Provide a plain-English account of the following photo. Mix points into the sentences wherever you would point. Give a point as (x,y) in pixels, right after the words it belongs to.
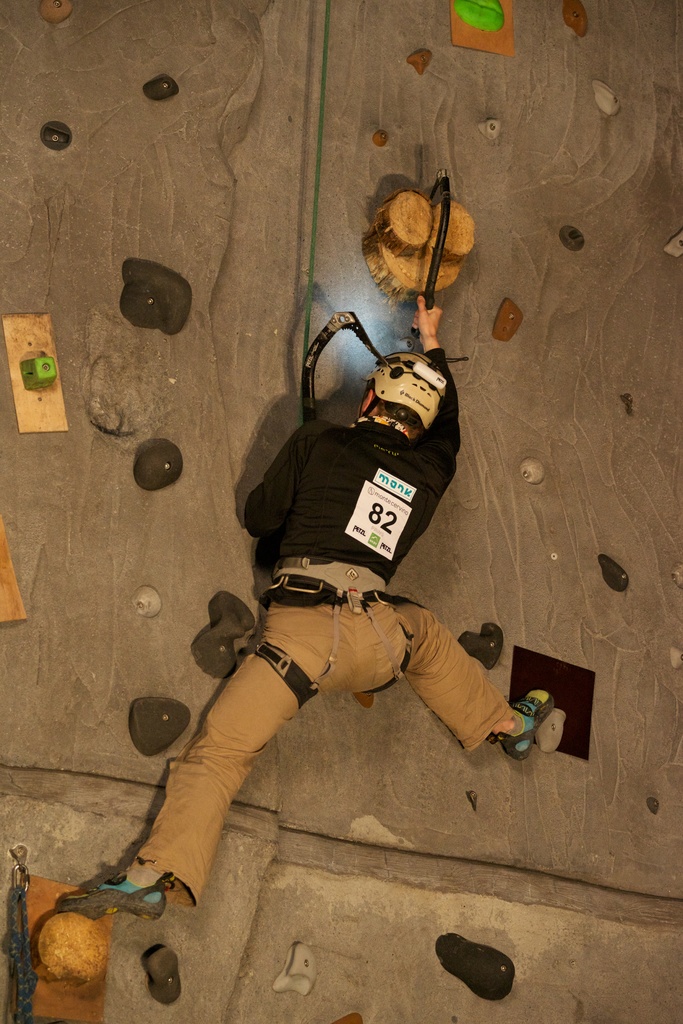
Here in this picture we can see a person (232,792) performing an indoor climbing and we can see helmet (408,354) on him and he is holding a tool (433,272) for climbing over there.
